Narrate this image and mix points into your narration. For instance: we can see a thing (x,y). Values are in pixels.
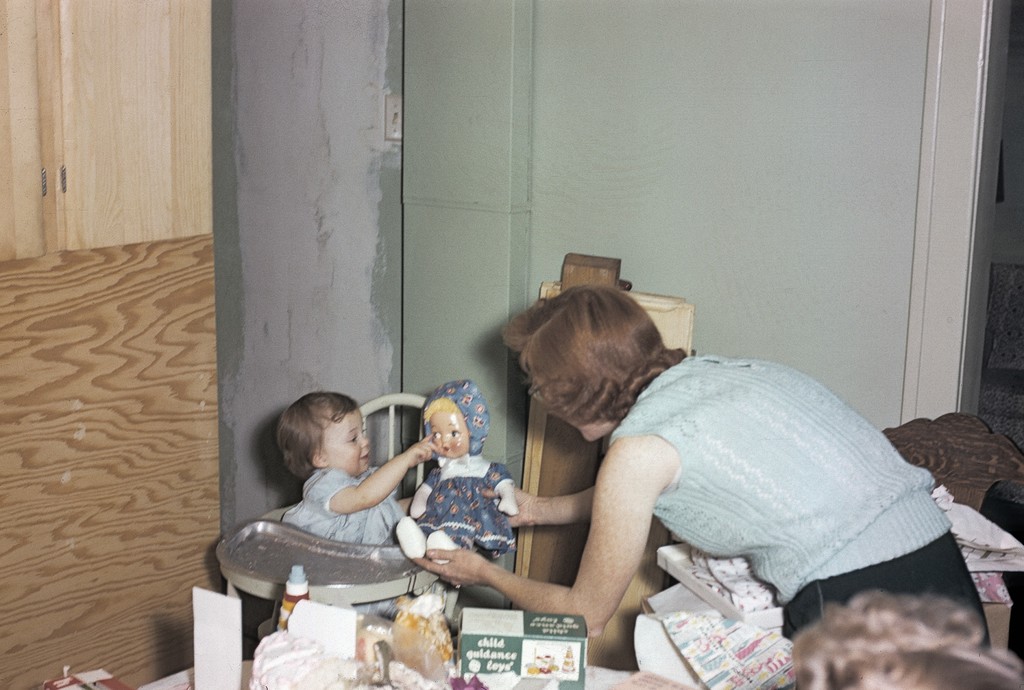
In the center of the image (580,338) we can see kid (423,442) and lady (611,489) are holding a doll (473,463). At the bottom of the image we can see a table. On the table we can see box (498,616), bottle (301,577) and some objects (429,608). In the background of the image (76,40) we can see the wall (355,112), floor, door (964,200) and some clothes (751,590), books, papers (671,620).
